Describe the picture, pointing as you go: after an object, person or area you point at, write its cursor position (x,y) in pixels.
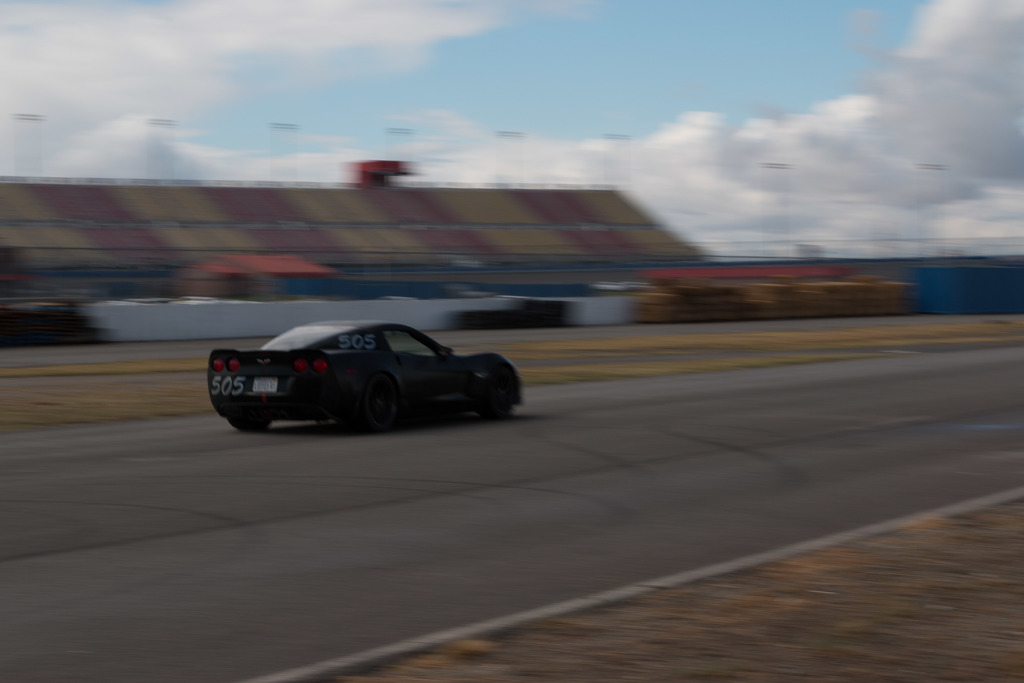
In this image, we can see a vehicle (326,416) on the road (467,502) and in the background (586,265), there are sheds (169,225). At the top (655,100), there are clouds (709,118) in the sky (724,93).
